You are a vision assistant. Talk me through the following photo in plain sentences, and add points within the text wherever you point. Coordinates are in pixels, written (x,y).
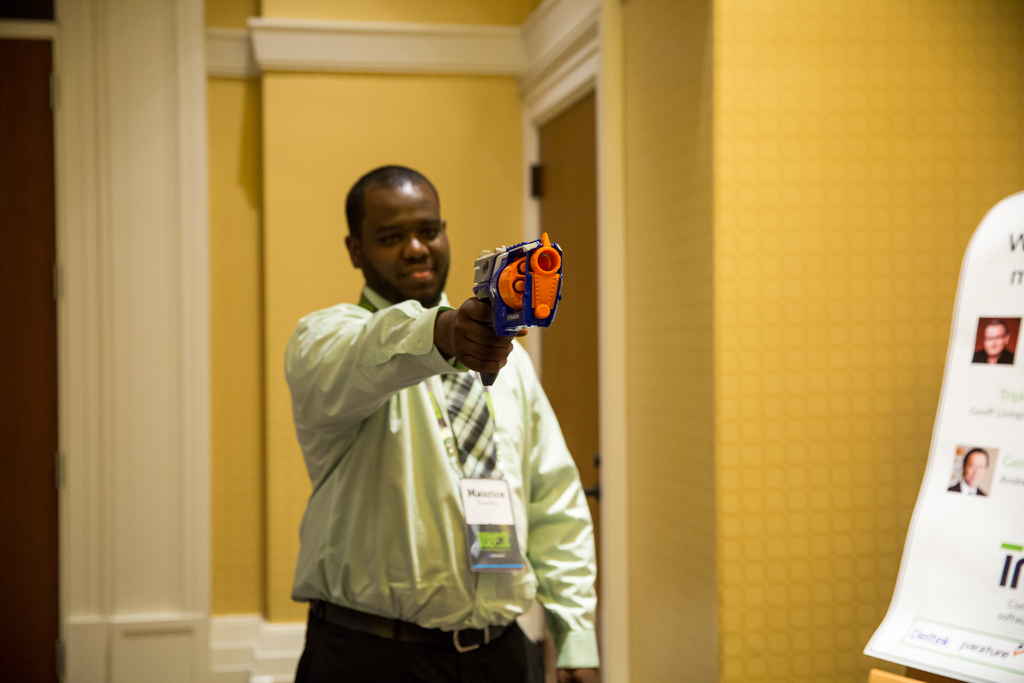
In the image we can see a man (411,491) standing, wearing clothes (468,573), identity card (488,536) and holding an object (493,297) in hand (483,325). Here we can see the wall (835,407), poster (970,478) and on the poster (948,596) we can see the text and photos (982,449) of other people (981,469), and the wall (804,314).
